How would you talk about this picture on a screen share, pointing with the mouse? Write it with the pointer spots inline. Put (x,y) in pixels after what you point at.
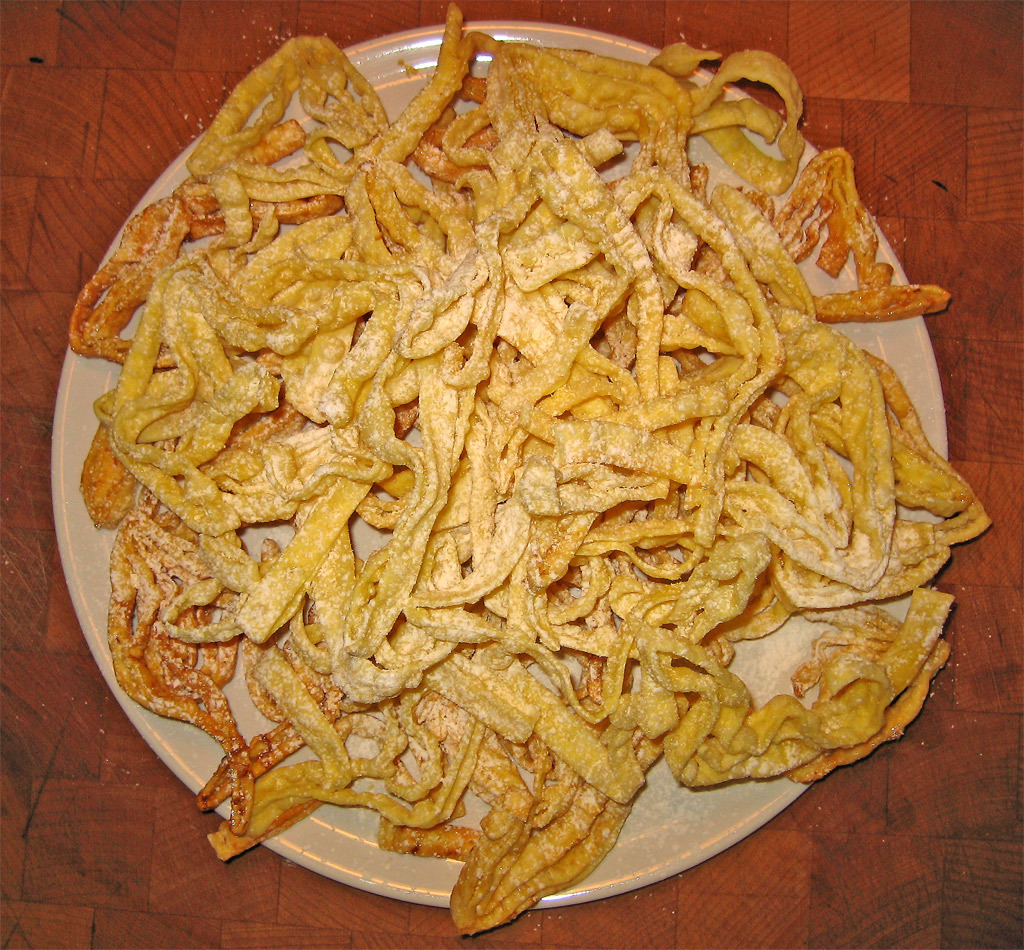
In this image there are food items (608,718) in a plate (645,791) which was placed on the wooden surface (139,898).
